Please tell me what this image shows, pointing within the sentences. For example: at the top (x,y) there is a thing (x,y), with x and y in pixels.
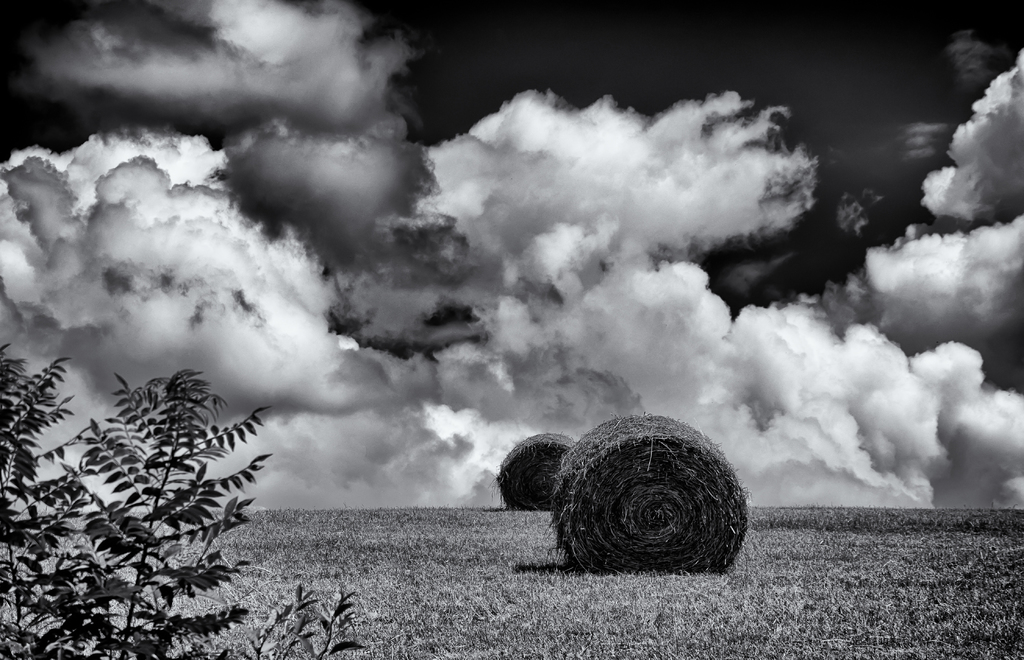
In this image in the front (210,568) on the left side (137,542) there are leaves (137,542) in the center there are objects (555,481) and the sky (512,284) is cloudy.
